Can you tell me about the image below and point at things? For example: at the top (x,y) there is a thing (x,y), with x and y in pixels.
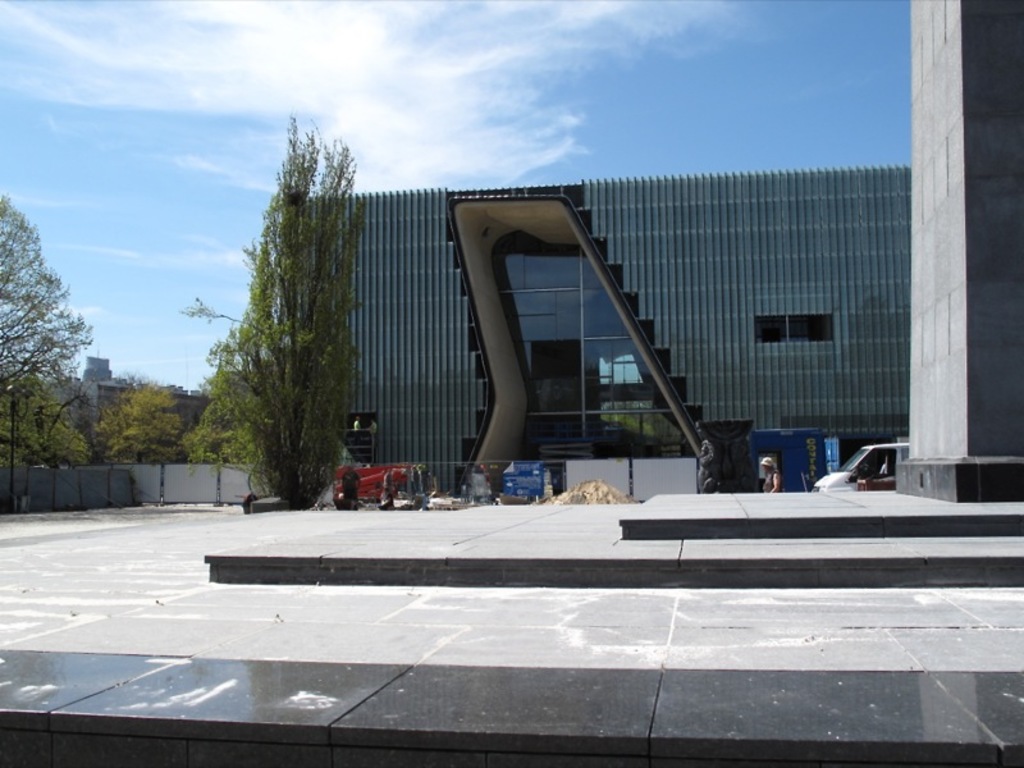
In this image I can see on the left side (273,324) there are trees (289,416), in the middle (465,401) there is a building (723,300) with glasses (624,331). At the top (548,82) it is the cloudy sky (527,80).
